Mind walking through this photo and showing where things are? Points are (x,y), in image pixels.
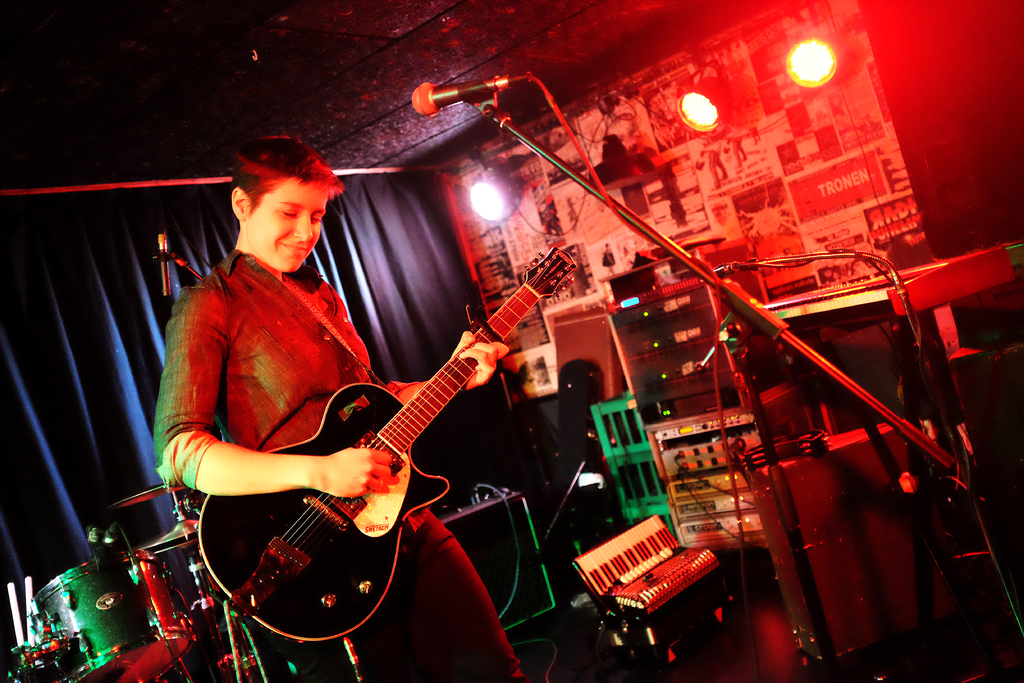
The person (348,448) is playing guitar (400,402) in front of a mic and there are some musical instruments (96,577) behind him.
